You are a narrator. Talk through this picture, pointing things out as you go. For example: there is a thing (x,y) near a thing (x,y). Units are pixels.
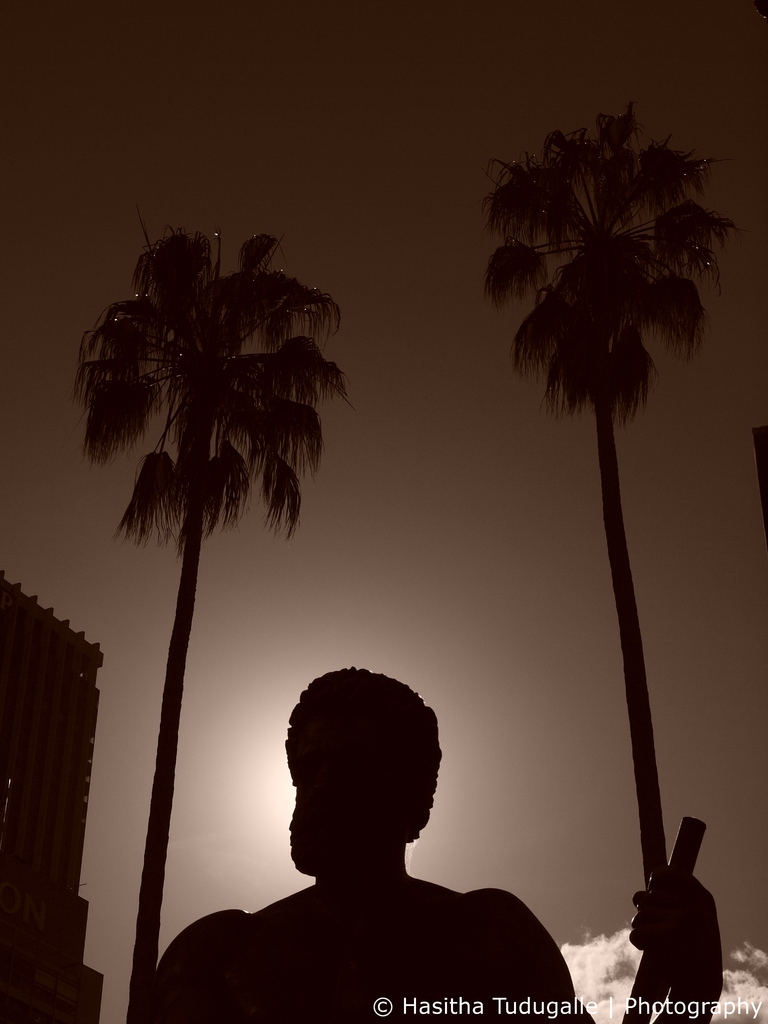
In the given image i can see a person (169,1004) holding an object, trees (146,289), building (56,687) and towards right bottom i can see a text (461,1014) written on it.
